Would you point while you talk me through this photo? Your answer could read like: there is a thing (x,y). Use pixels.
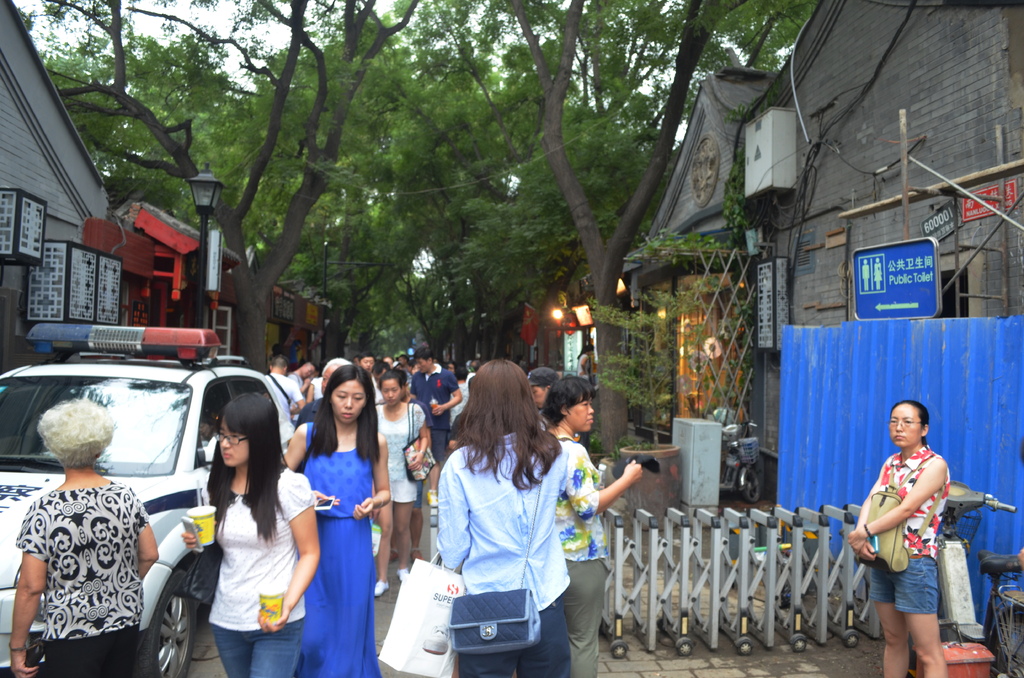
In this picture, I can see a group of people (243,506), Who are holding a bags (460,602), and holding an object (210,534), mobiles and i can see a cop vehicle (181,454) which is parked towards a left side (141,340), few trees (374,99), light (216,198), and a public toilet board (881,277) and a street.
